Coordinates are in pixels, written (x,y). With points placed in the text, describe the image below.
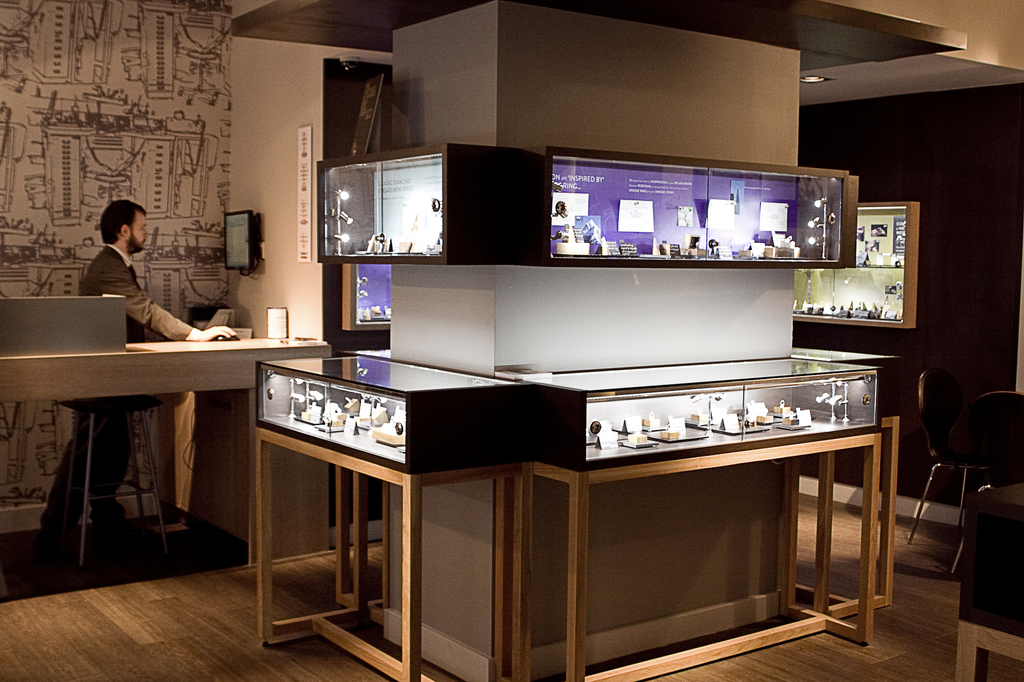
In this picture we can see a man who is standing on the floor (166,635). These are the tables (796,610). And there is a screen (238,221). On the background (204,90) there is a wall (171,15) and this is light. And these are the chairs (979,456).
